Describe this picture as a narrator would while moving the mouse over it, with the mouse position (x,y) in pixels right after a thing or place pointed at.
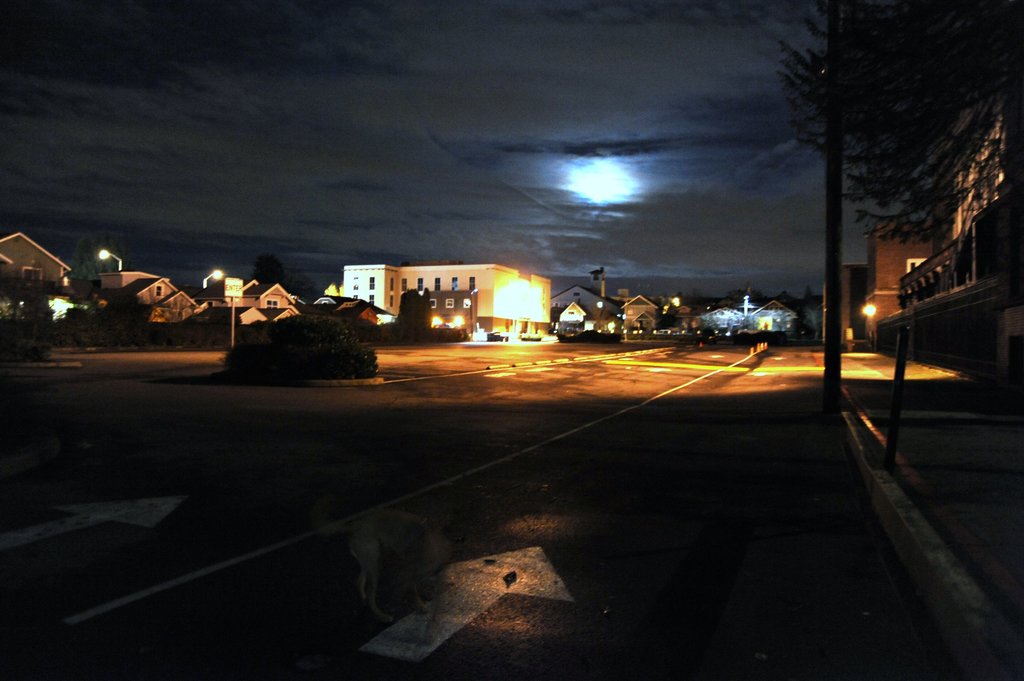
On the left side (109,596), there is a road (211,409). On the right side (979,551), there are a footpath (971,553) and buildings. In the background (749,323), there are buildings (788,311) and there are a moon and clouds (524,91) in the sky (603,237).
